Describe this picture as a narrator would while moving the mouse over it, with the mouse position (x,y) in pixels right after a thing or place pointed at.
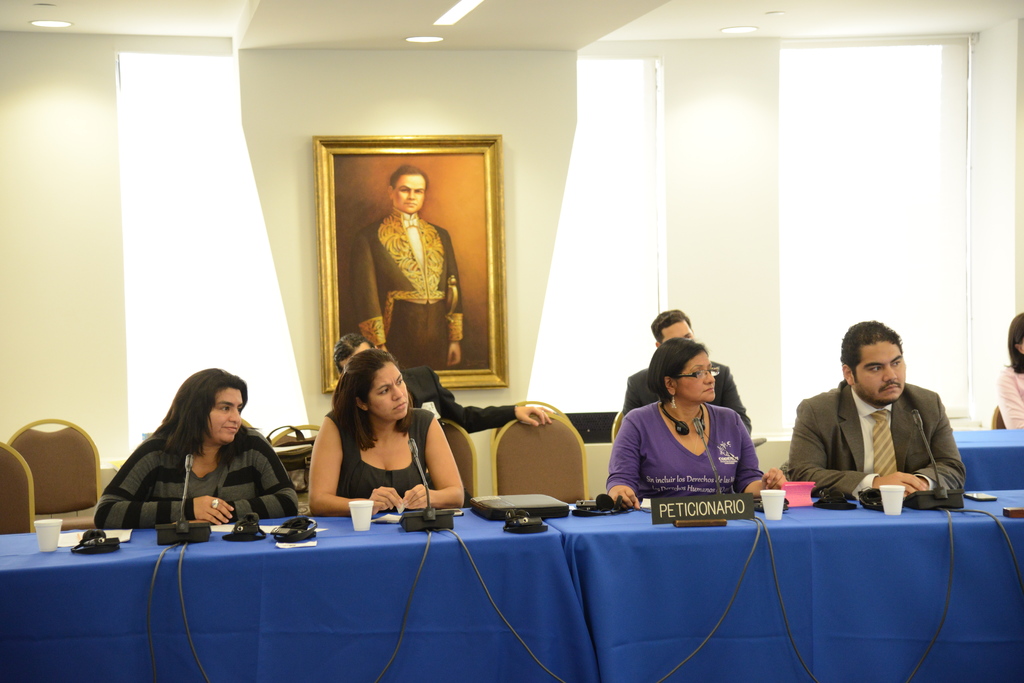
In this image there are a few people (736,443) seated on chairs (457,430), in front of them there are mics (408,443) and other objects (523,514) on a table (344,522), behind them there is a photo frame (352,197) on the wall (522,167).
